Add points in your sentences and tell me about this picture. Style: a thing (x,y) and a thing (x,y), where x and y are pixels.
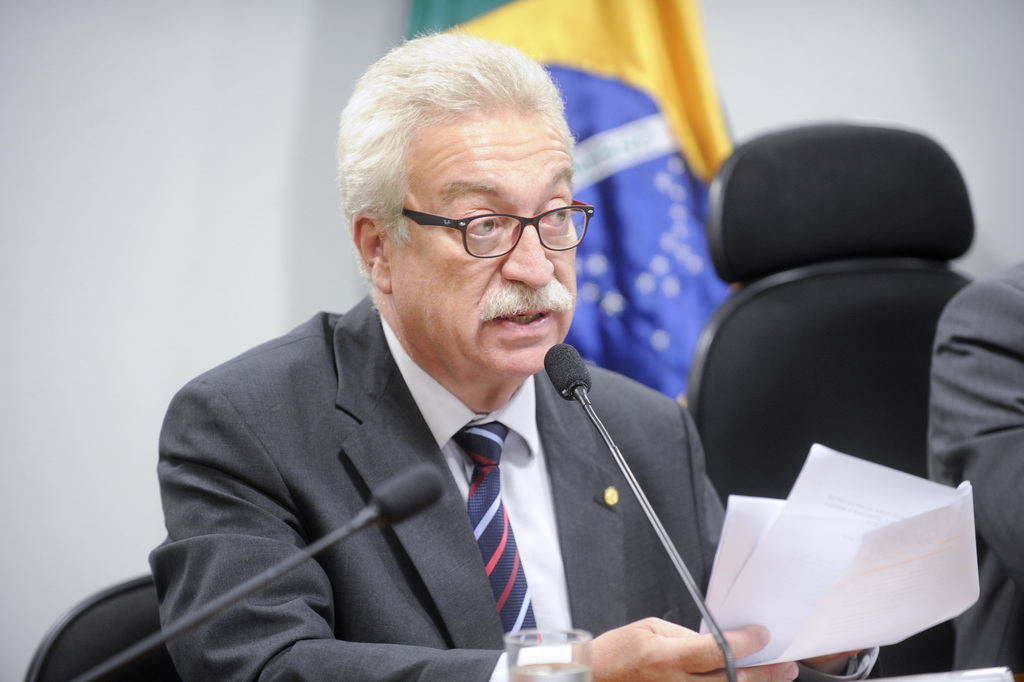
In this image we can see a man (335,563) sitting on the chair (120,637) and holding papers (739,576) in his hands (599,661). On the table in front of the man (463,648) we can see glass tumbler (546,651) and mics (427,479). In the background (215,352) there are walls (297,95) and flag (613,99).
